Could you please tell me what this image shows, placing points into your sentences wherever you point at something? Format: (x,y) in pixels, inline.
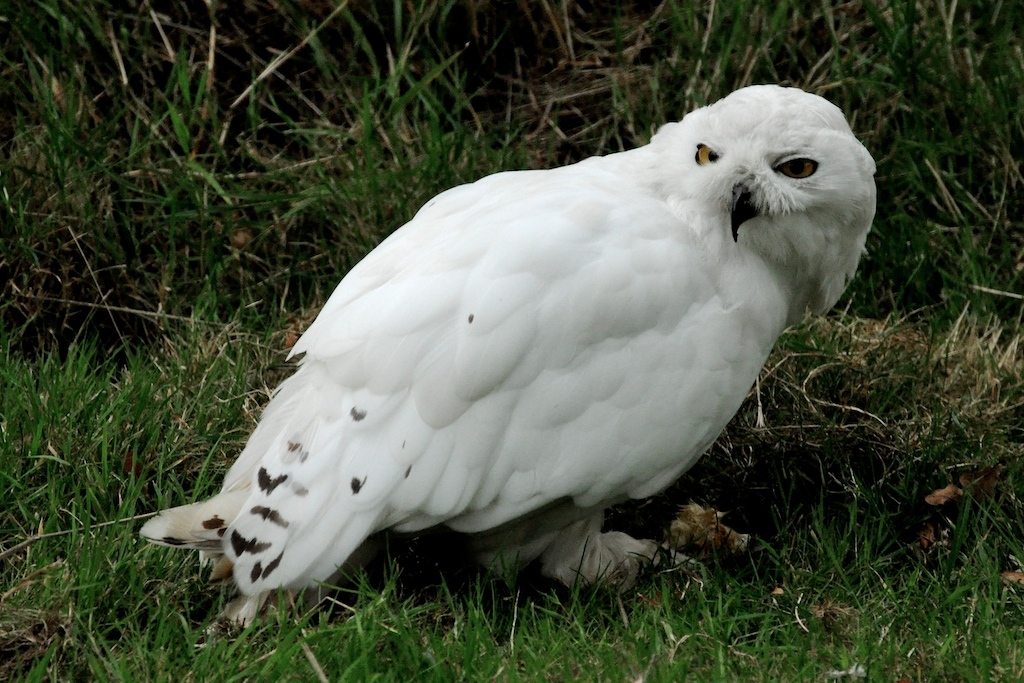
In the center of the picture (630,286) there is a white owl (581,389). At the bottom (818,599) there is grass (601,595). At the top (524,92) there is grass (578,102).
